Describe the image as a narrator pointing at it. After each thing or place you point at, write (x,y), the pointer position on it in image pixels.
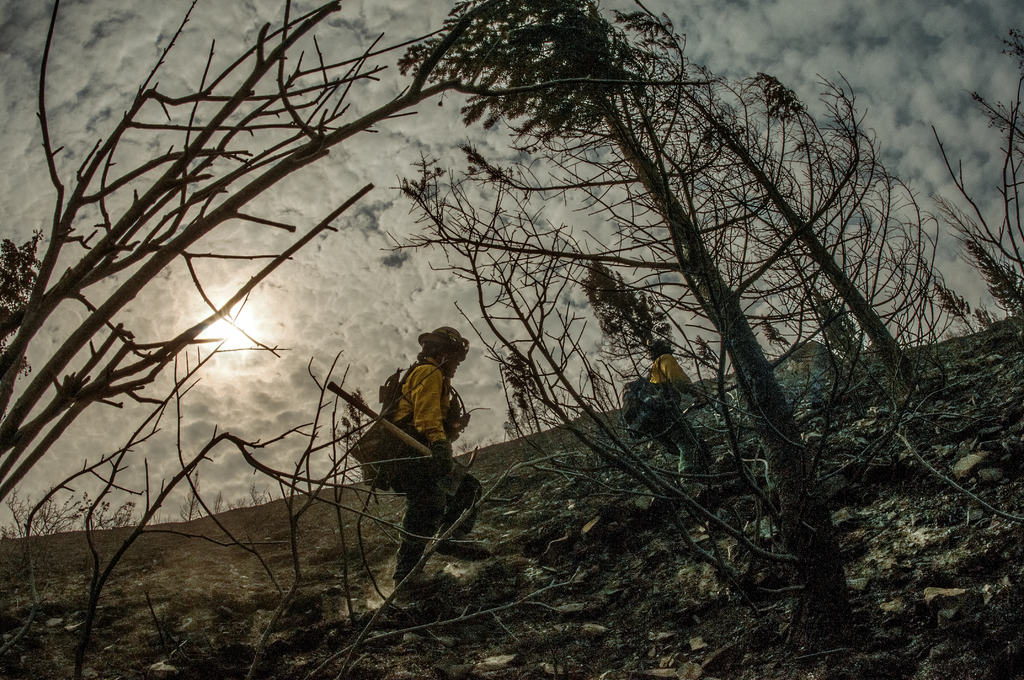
In this picture we can see there are two people (630,424) walking on the path (495,451) and on the right side of the people (430,394) there are trees (722,413) and on the left side of the people (409,401) there is a sun (240,337) in the cloudy sky (280,325).
